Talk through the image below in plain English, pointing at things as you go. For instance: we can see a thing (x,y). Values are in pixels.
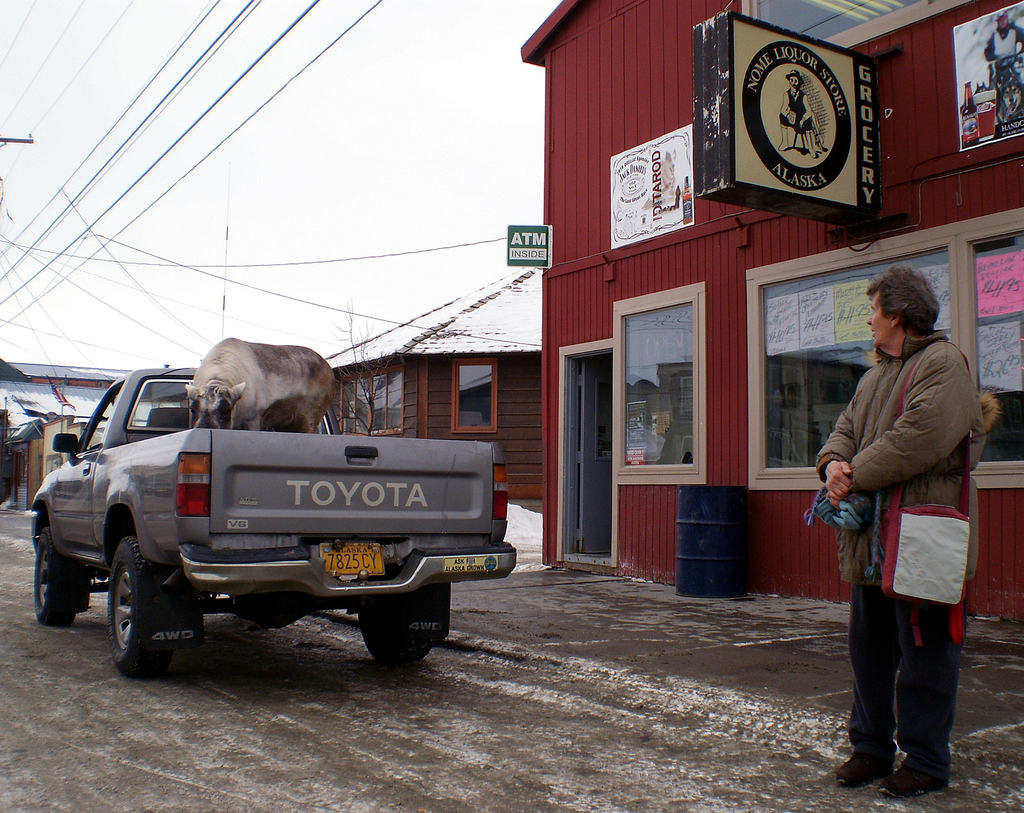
In this image we can see an animal (282,397) on a vehicle (265,446). On the right side of the image (858,547) we can see a person (934,697) standing on the ground (813,762). In the background (996,201), we can see a group of buildings (692,417) with windows (758,353), some boards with text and some poster (1006,135) pasted on the wall (819,225). On the left side of the image (121,150) we can see some cables (265,266). At the top of the image (255,268) we can see the sky (205,215).
